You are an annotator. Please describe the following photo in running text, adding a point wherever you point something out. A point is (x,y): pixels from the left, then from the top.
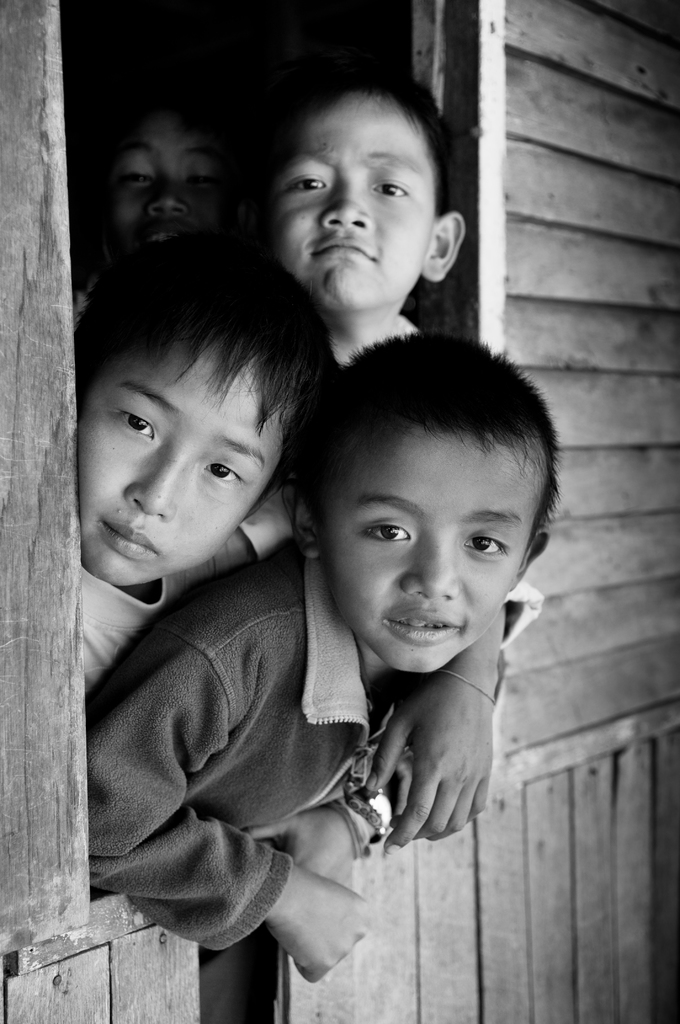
This is a black and white picture. In this picture, we see four boys (301,261) are peeping through the window (453,317). Beside them, we see a wooden wall (490,907).
